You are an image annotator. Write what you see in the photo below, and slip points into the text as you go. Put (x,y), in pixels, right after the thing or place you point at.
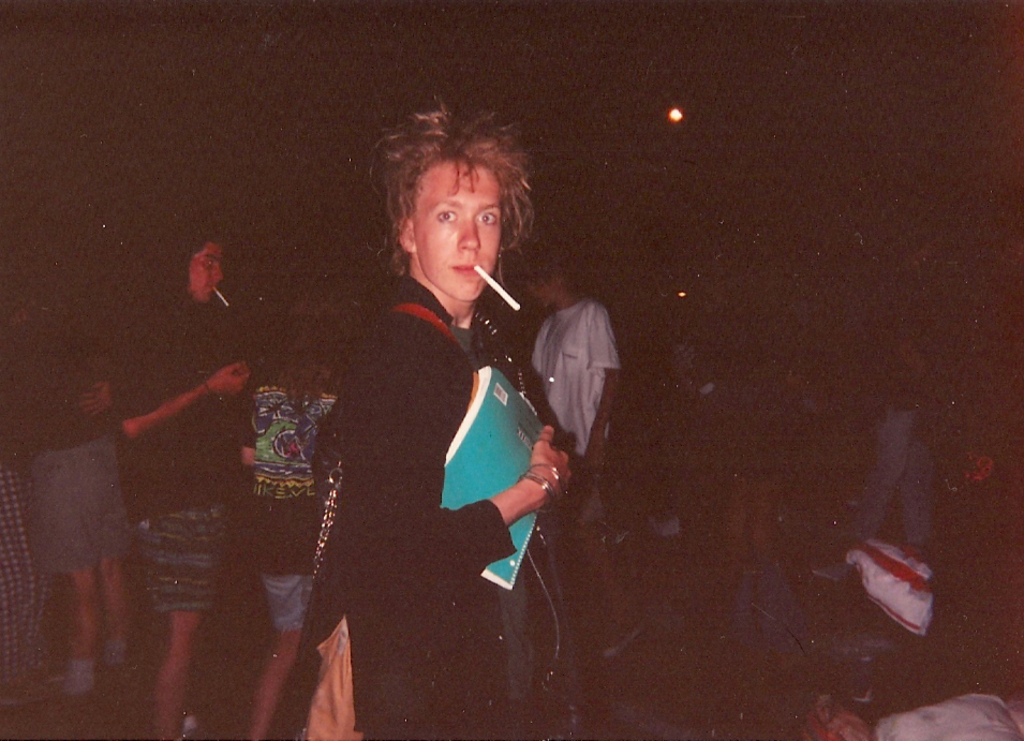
In the center of the picture (488,263) there is a person (453,334) holding books (502,459), he is wearing a black dress (381,592). In the background (719,410) there are lot of people (183,568) standing. The background (472,68) is dark.
